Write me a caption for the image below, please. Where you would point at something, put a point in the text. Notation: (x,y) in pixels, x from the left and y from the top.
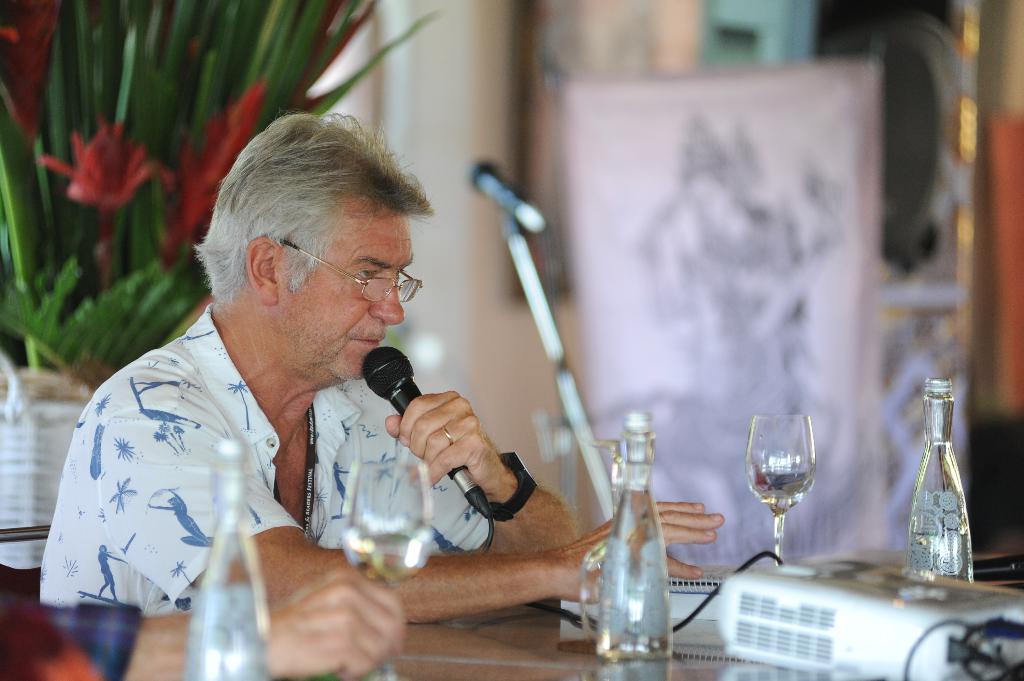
In this image we can see there is a person (176,593) holding mic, in front of him we can see there are bottles (659,621), glasses (805,493), projector (870,595) and few objects (696,658). Left side (331,629), we can see the person's hand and plant (93,186) with flowers (77,195). And we can see a microphone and blur background (668,203).
